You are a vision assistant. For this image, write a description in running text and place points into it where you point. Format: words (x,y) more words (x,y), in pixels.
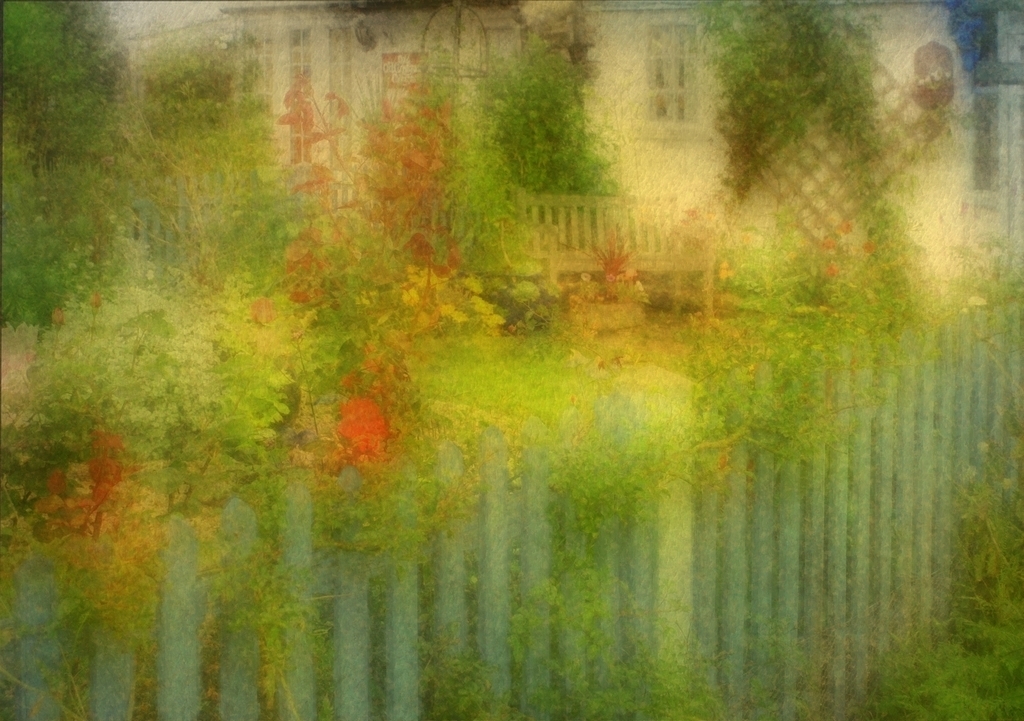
In this image I can see the blurry picture in which I can see the fencing (495,550), few trees (242,317), few flowers (371,426) and a building (699,20) in the background (583,77). I can see some grass (550,381).
